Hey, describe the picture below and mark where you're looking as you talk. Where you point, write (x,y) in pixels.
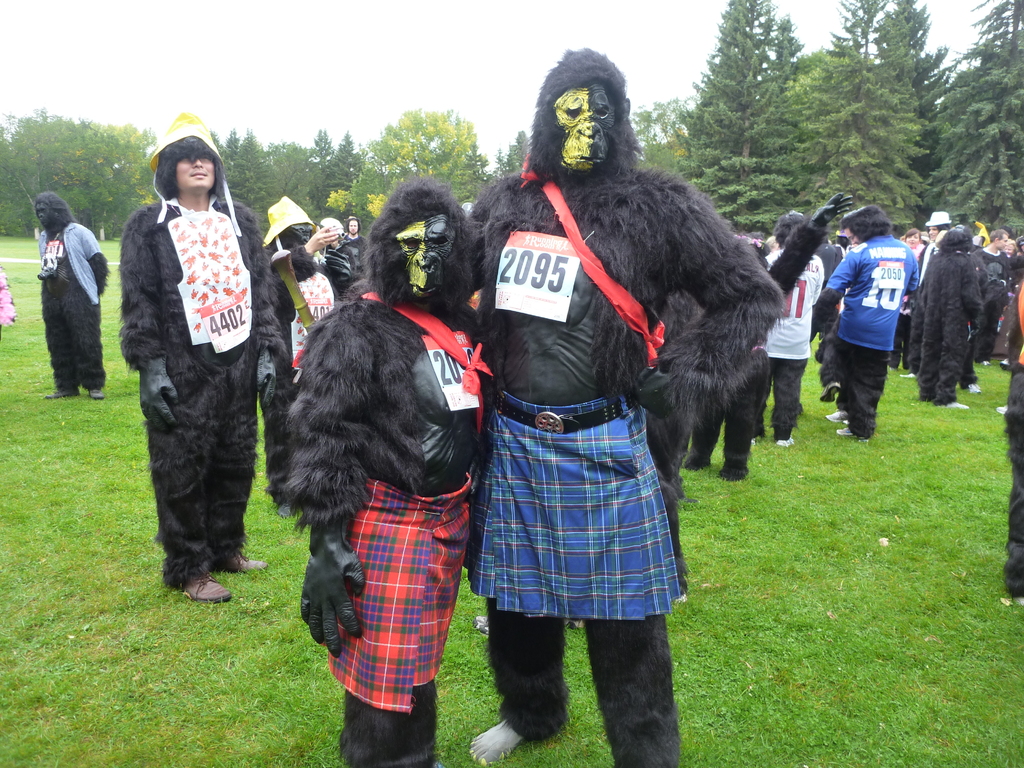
In the foreground of the image (530,342) there are two people (440,461) wearing costumes (559,471). In the background of the image (189,475) there are people (189,475) standing. At the bottom of the image (773,731) there is grass (171,725). In the background of the image (47,139) there are trees (975,183) and sky (347,57).
